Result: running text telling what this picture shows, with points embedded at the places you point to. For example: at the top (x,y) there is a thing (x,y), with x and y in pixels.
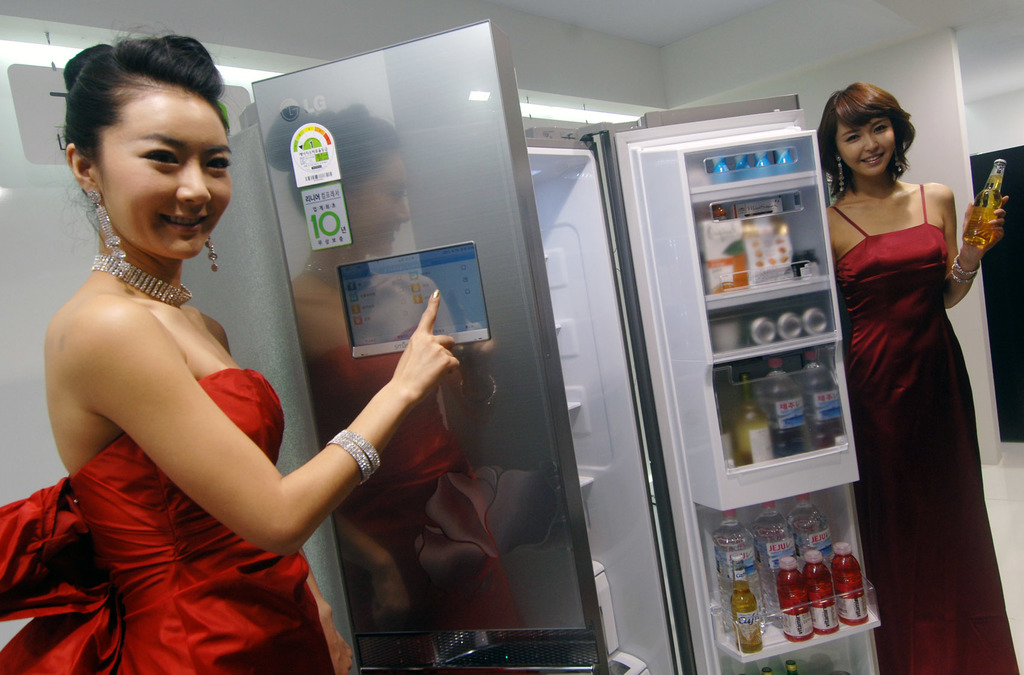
In the image in the center (392,394), we can see two persons (72,467) are standing and they are smiling. And the right side person (842,266) is holding a bottle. Between them, we can see one fridge (740,398). In the fridge (682,431), we can see the bottles (809,406), cans (765,338). boxes (751,257) etc. In the background (815,94) there is a wall (926,132), board (1010,154) and roof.
